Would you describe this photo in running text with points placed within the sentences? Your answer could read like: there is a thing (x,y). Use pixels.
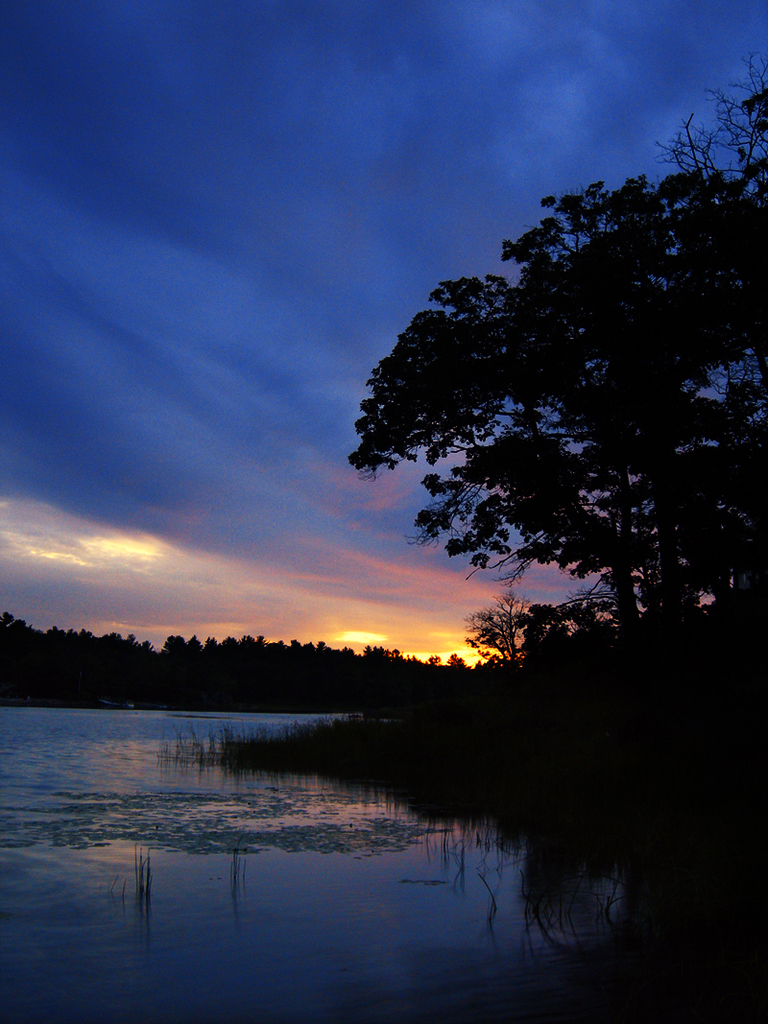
This is an image clicked in the dark. At the bottom of the image (238,846) there is a river (220,825). In the background (511,678), I can see many trees (122,658). At the top of the image (245,204) I can see the sky (275,104) and it is cloudy.
